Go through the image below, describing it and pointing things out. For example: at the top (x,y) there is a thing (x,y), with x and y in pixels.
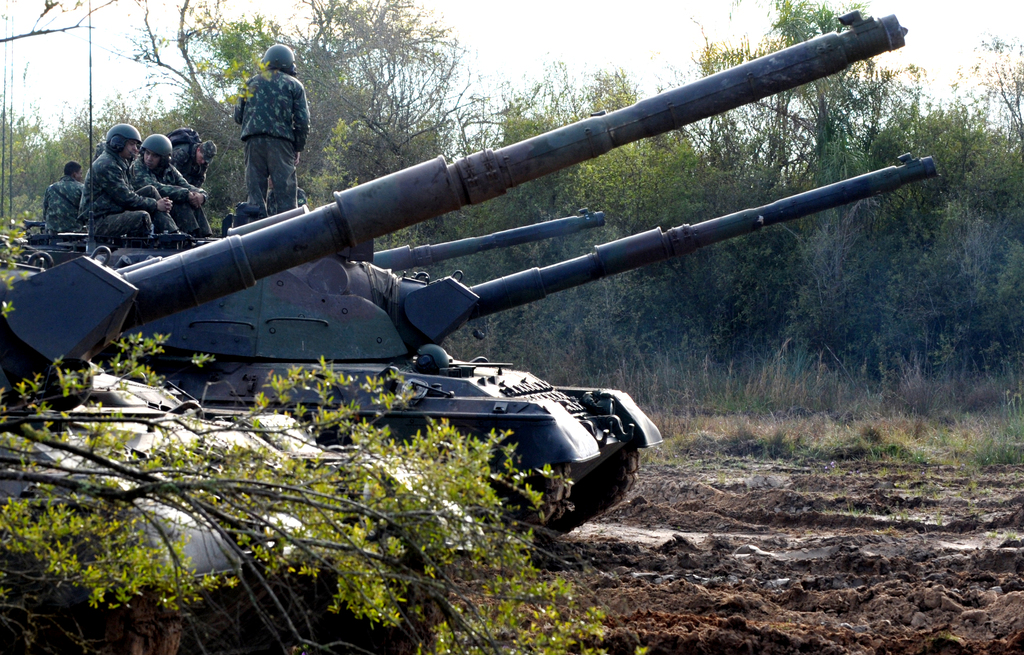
In this image I can see number of trees (439,600), grass (676,410), few tanks (521,370) and here I can see few people (296,171). I can see they all are wearing uniforms (251,178) and few of them are wearing helmets (161,137).
